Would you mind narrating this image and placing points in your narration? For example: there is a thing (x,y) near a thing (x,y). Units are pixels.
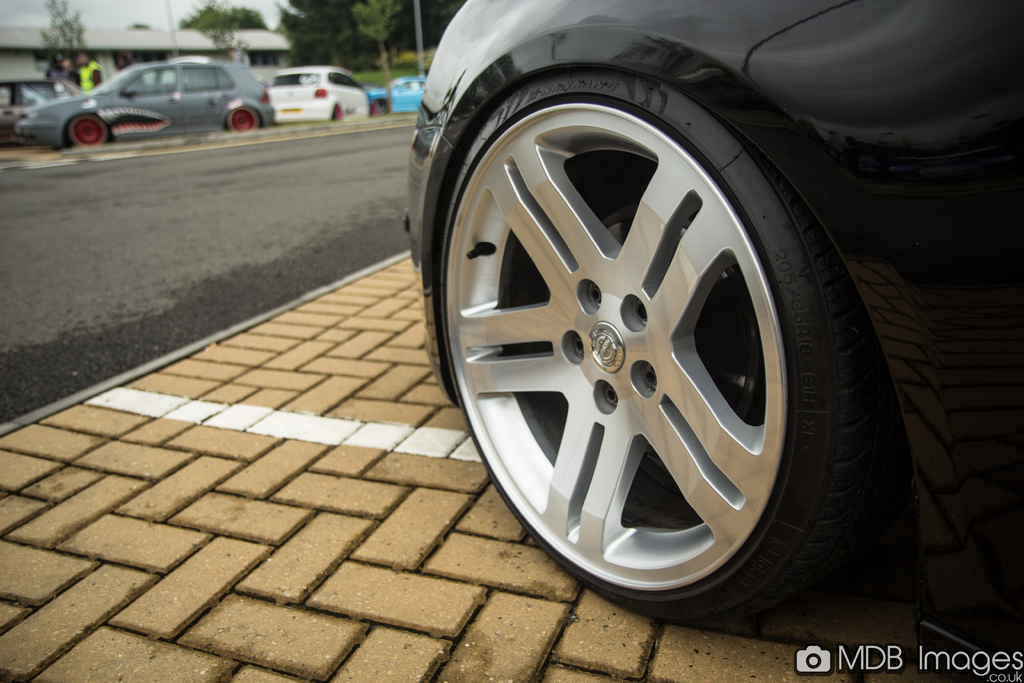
In this image I can see number of cars (530,5) and in the centre of the image (351,257) I can see a road (296,207). On the top left side of the image (307,15) I can see a building (97,38), number of trees (217,18), two poles (173,43), clouds (41,16) and the sky (97,7). On the bottom right side of the image (979,681) I can see a watermark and I can also see this image is little bit blurry.
